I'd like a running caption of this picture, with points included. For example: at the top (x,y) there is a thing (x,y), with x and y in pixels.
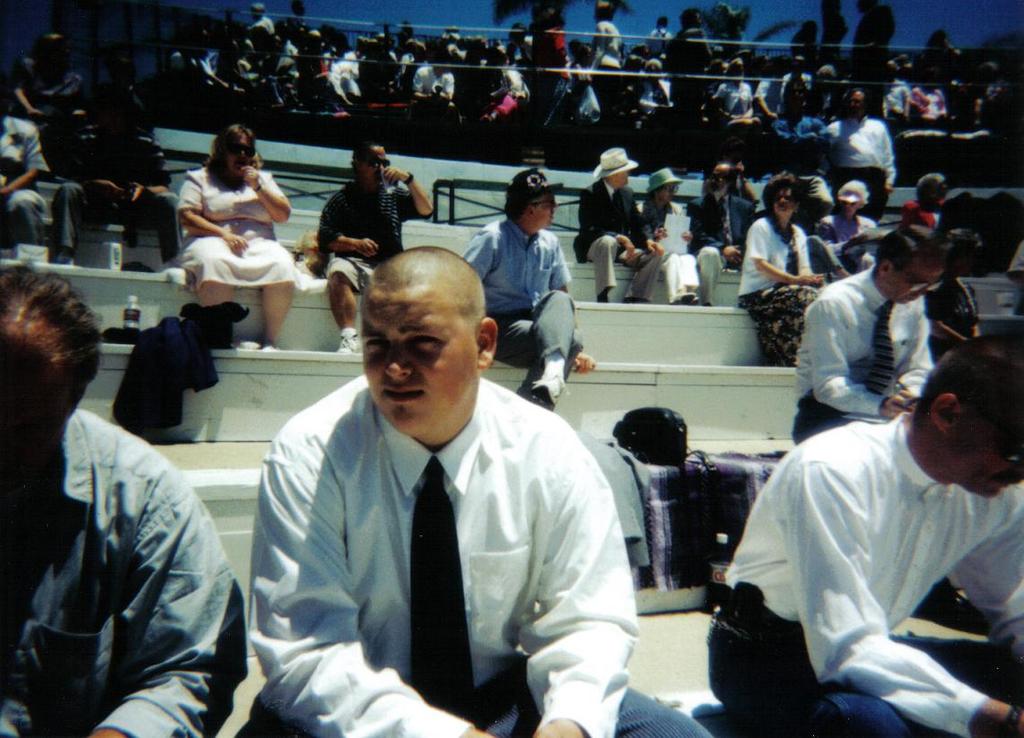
In this image in the foreground (993,374) there is a crowd (376,211) sitting on the steps (87,286), on the steps (116,360) there are bottles (135,310), cloths (207,356) kept on it, at the top (141,84) there is a crowd (638,84), there are ropes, fence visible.
